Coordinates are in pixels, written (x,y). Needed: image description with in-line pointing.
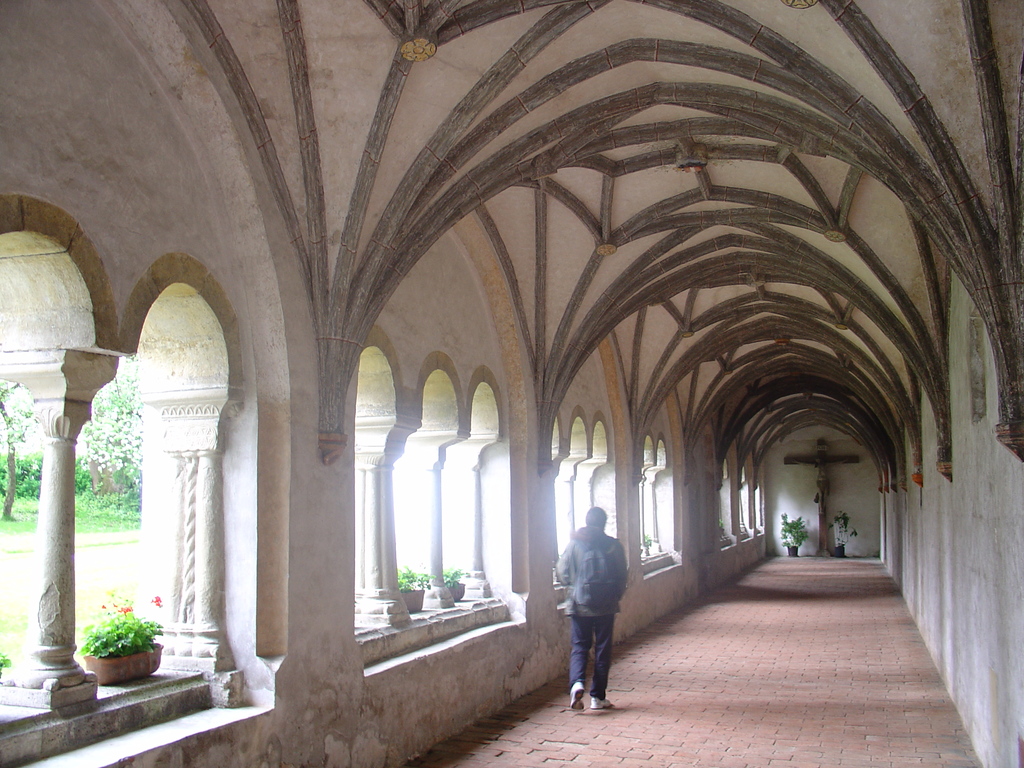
In this image we can see a person (601,538) wearing a bag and walking on the floor (751,708), there are some pillars (379,534), potted plants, grass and trees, there is a cross symbol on the wall (852,519).
